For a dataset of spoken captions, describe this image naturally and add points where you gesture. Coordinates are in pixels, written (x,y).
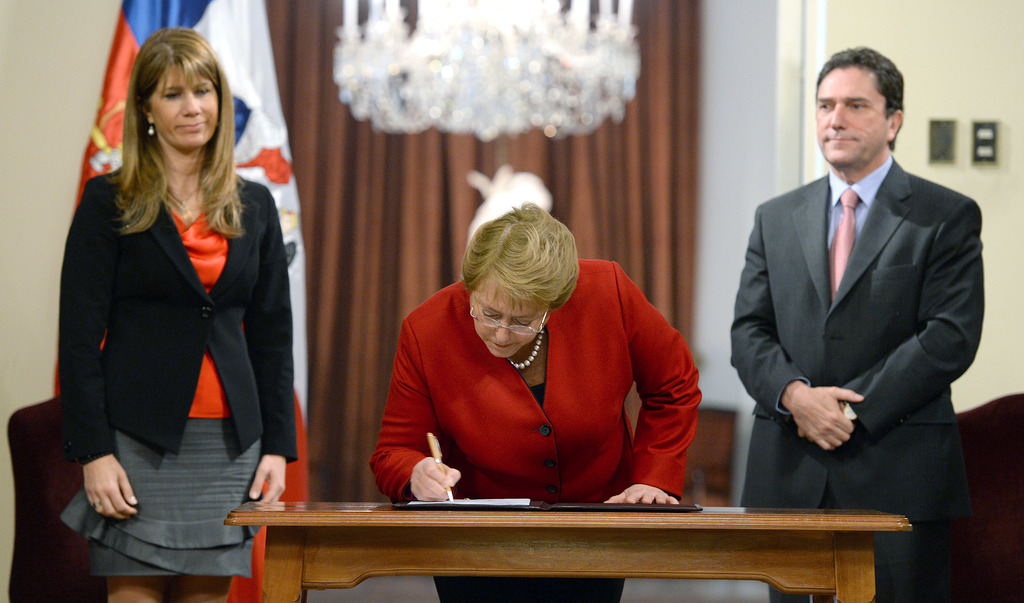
In the picture there is a table (804,555) and on the table (471,515) there are some files (503,500), in front of that is a woman (530,382) wearing red coat (510,387), she is signing on them, to the left side (234,343) there is a woman (192,335) standing, at the right side (831,272) there is a man (864,243), behind them there is a flag (258,91), in the background (557,38) there is a curtain (512,156) and lights (502,45) to the roof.
